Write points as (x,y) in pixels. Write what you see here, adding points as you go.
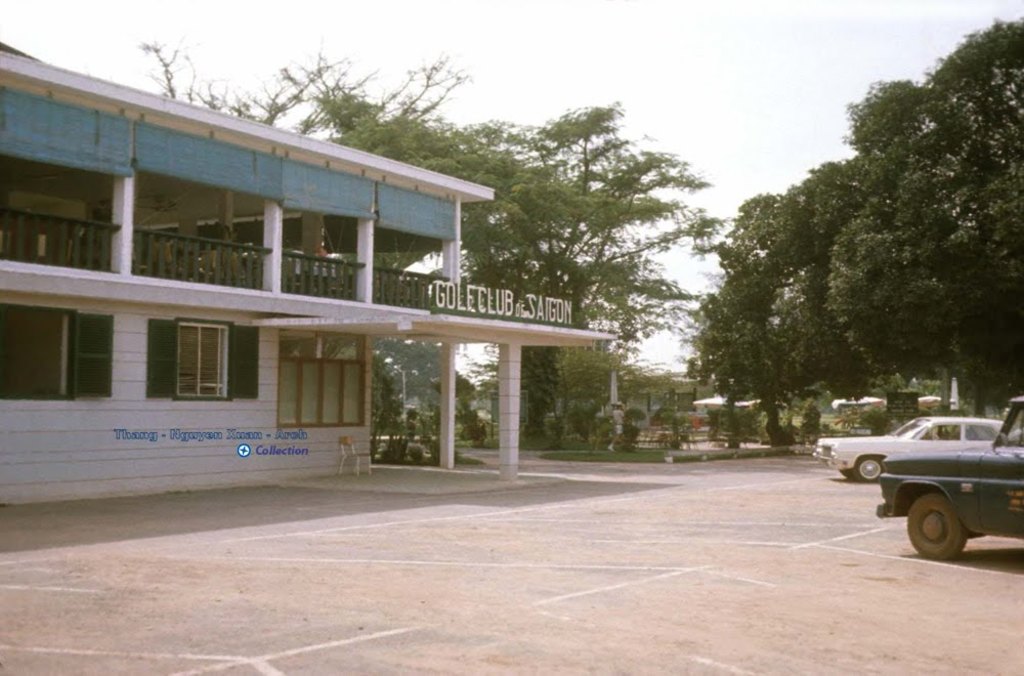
In this picture I can observe a building (281,254) on the left side (94,344). On the right side (984,494) there are two cars (905,436) parked in the parking lot (871,518). In the background (831,327) there are trees (647,246) and sky (509,42).
